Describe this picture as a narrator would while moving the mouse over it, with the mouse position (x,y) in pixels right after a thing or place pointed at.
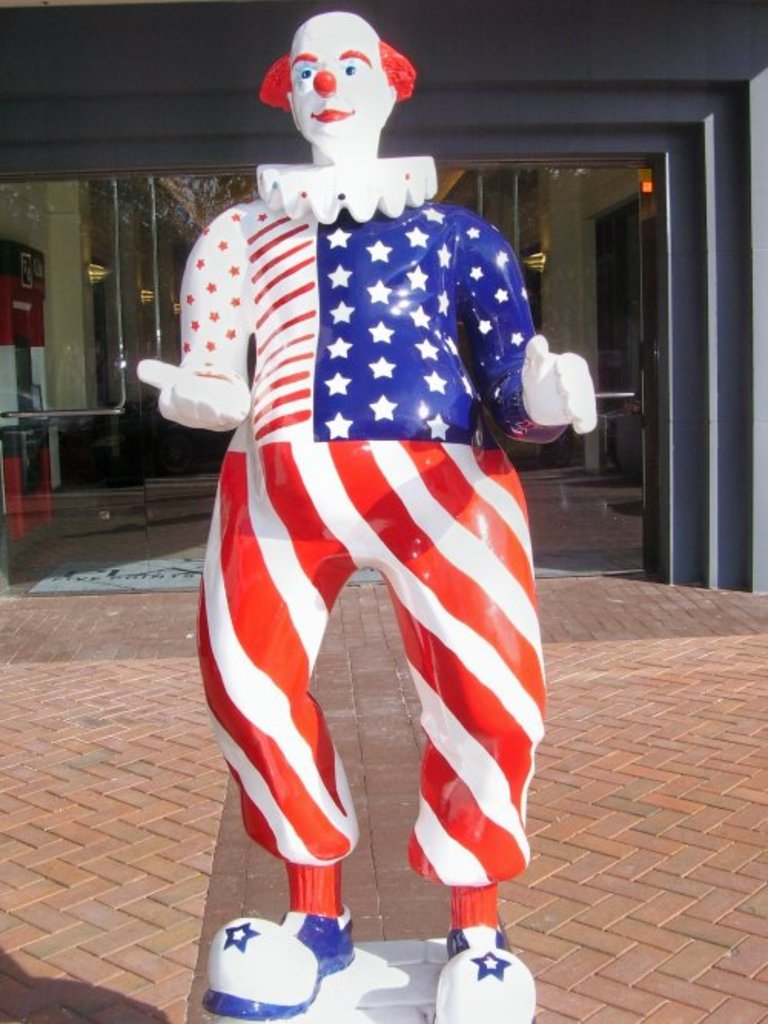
In this image, we can see the statue (224,980) of a clown (224,980). We can also see the ground (201,993). We can see the wall (9,88) and some glass (529,184). We can also see some lights (646,185) and an object (14,328) on the left (24,283).
